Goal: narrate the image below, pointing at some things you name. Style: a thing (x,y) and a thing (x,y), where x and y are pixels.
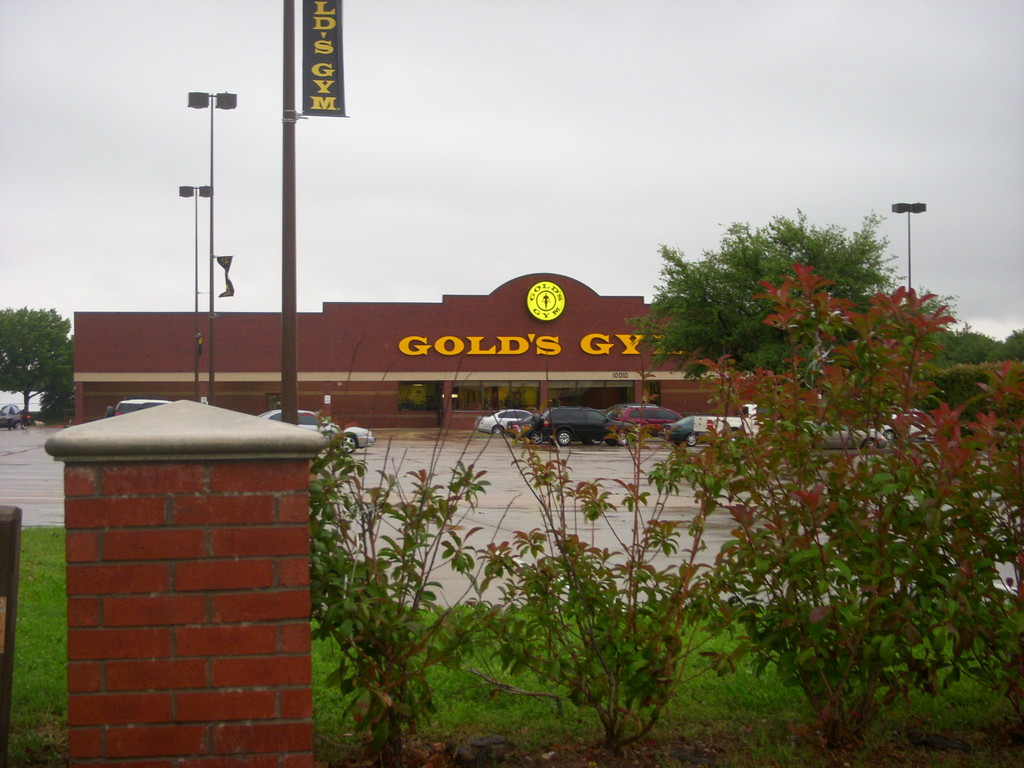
In this image, we can see the ground (450,590). We can see some grass (950,689), plants (841,583) and trees (745,320). We can see a building (605,358) with some text (624,341). We can see some poles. We can see a pillar (211,595). There are a few vehicles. We can see the sky (423,224).
